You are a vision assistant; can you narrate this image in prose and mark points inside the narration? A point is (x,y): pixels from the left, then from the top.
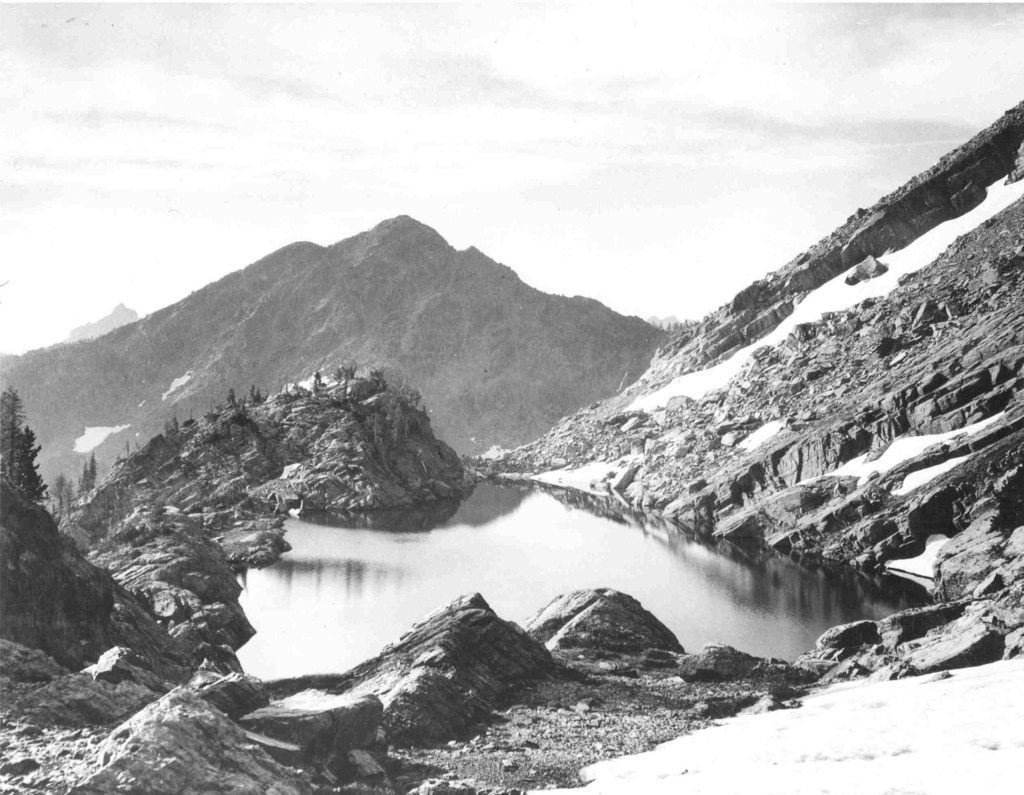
In the image we can see two hills (713,387). On the top (498,121) we can see sky (502,107) and water (516,549) on the ground (207,574).
